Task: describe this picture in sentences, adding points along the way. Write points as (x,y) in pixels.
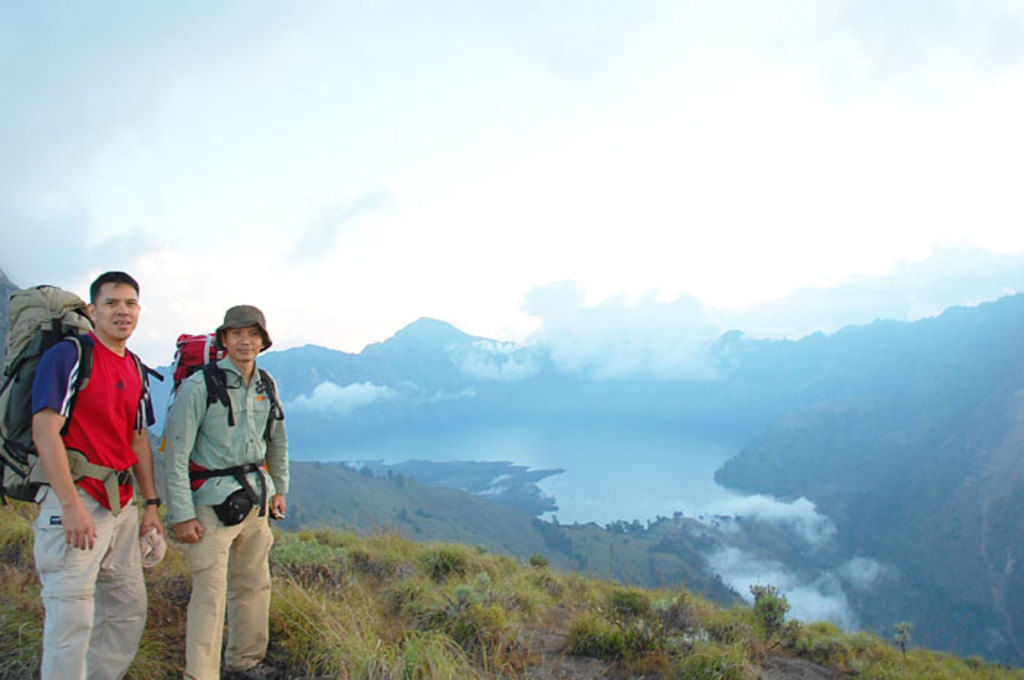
In this image there are two men (179,476) who are standing on the hills (345,613) by wearing the bags (27,343) and shirts (202,431). In the background (369,475) there are mountains (438,399). In between the mountains (390,363) there is a lake (631,484). At the top (468,123) there is the sky (475,124). On the ground (574,633) there is grass (568,606).
